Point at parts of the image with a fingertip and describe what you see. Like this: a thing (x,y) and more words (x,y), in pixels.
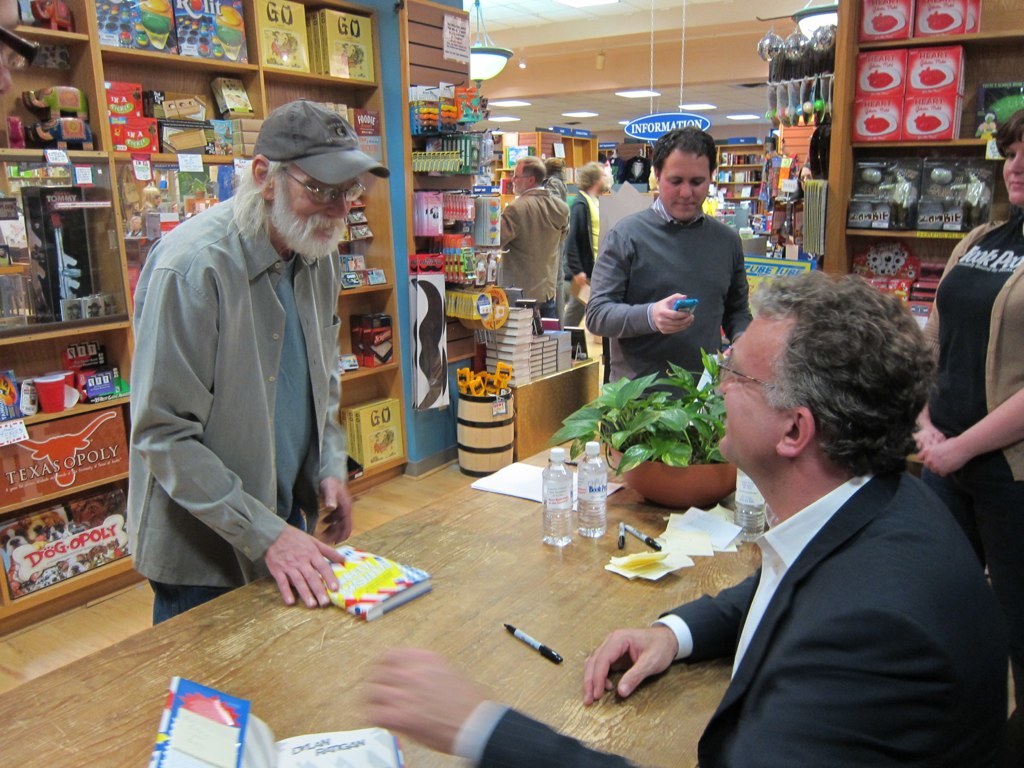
In the picture it looks like a store (683,78) and there are different types of objects (437,170) kept in the shelves (164,83) and there is a person (723,608) sitting in front of the table (425,602) and around him there are three people (148,524), on the table (522,498) there are few bottles (582,502), papers (529,478) and pens (645,542).
